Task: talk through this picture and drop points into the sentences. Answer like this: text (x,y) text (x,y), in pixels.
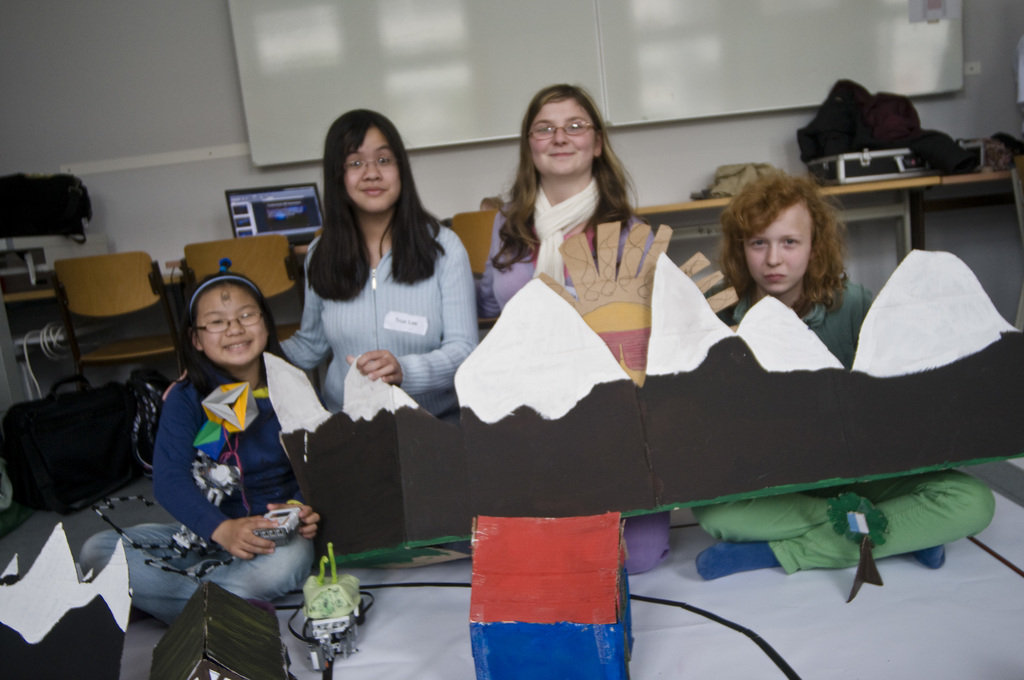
In this image there are few people (242,319) in the room (294,308), there are a few chairs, a laptop (297,187) and some objects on the table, a board (657,111) attached to the wall (780,133) and some cardboard boxes (557,574).
